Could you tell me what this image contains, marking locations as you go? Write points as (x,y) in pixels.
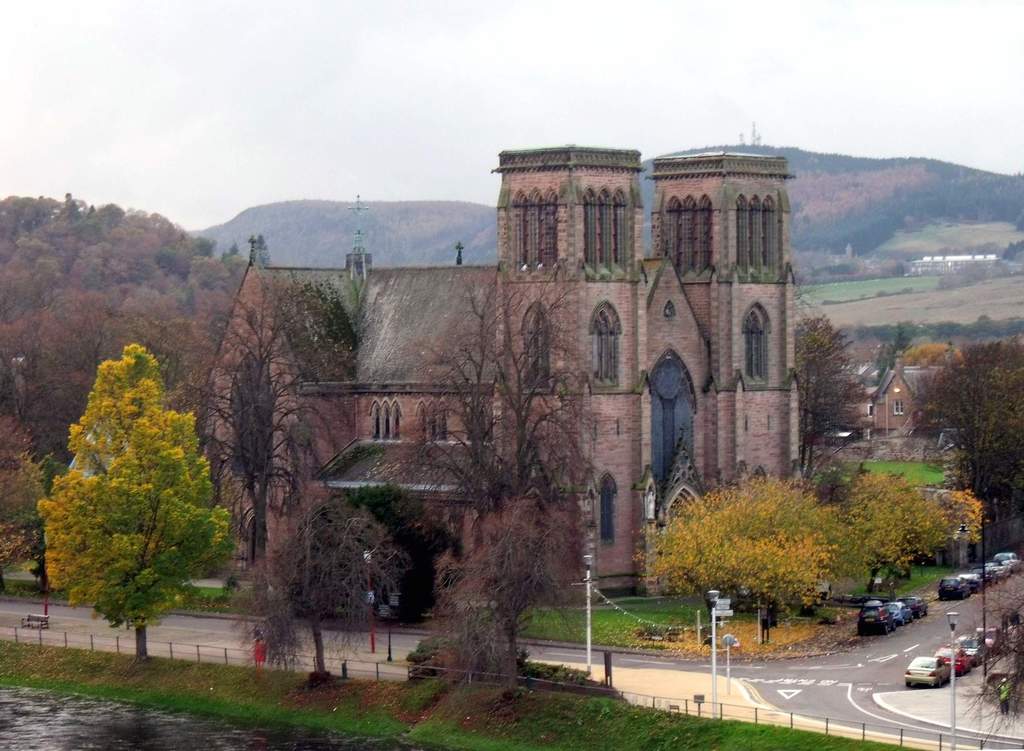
In this image there is the sky (625,58) towards the top of the image (435,56), there are mountains (892,184), there are trees (151,270) towards the left of the image (70,380), there are trees (954,364) towards the right of the image (958,379), there are buildings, there is grass (620,720) towards the bottom of the image (176,698), there is water (103,727) towards the bottom of the image (116,719), there is a road (845,655), there are vehicles (914,670) on the road (910,626), there are poles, there are lights (600,593), there is a fence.
